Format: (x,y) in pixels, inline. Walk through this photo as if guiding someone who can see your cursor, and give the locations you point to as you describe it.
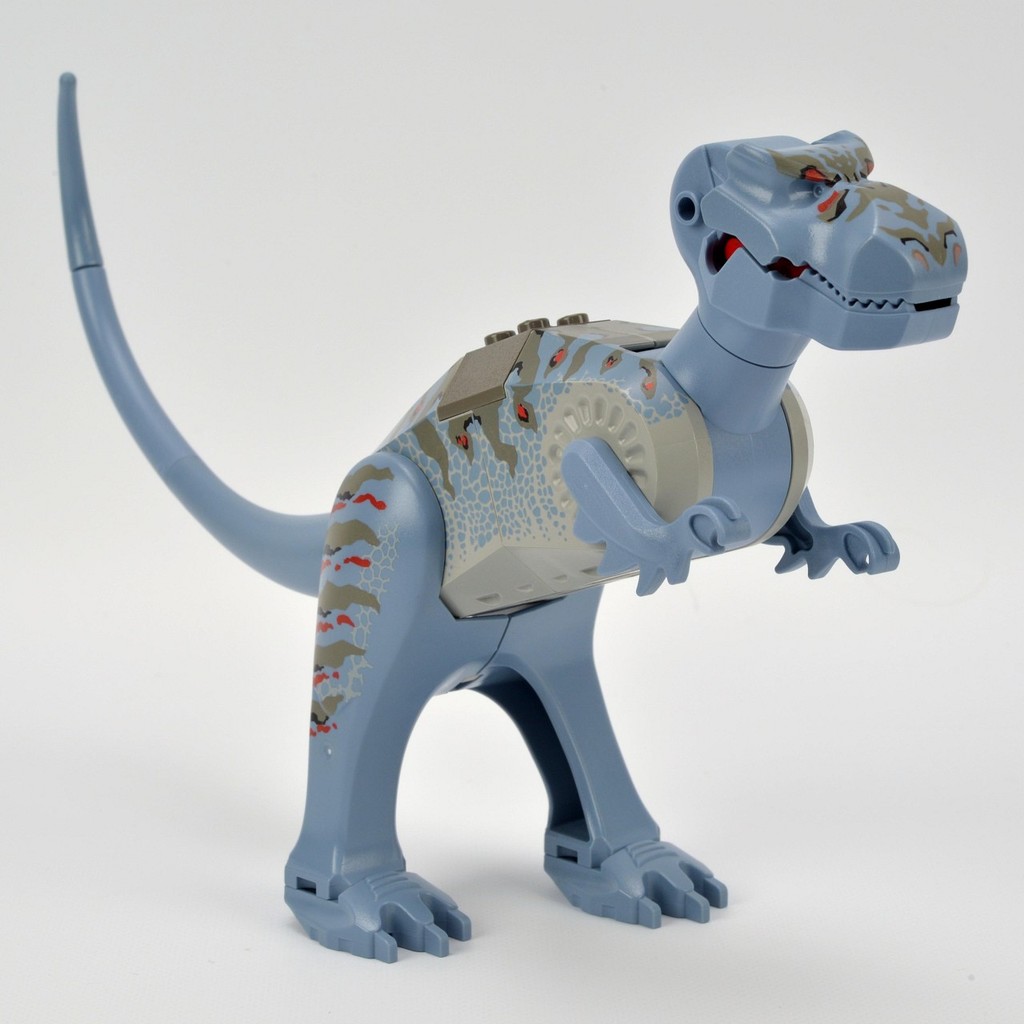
In this image we can see a toy (454,605) which is placed on the surface (681,847).
